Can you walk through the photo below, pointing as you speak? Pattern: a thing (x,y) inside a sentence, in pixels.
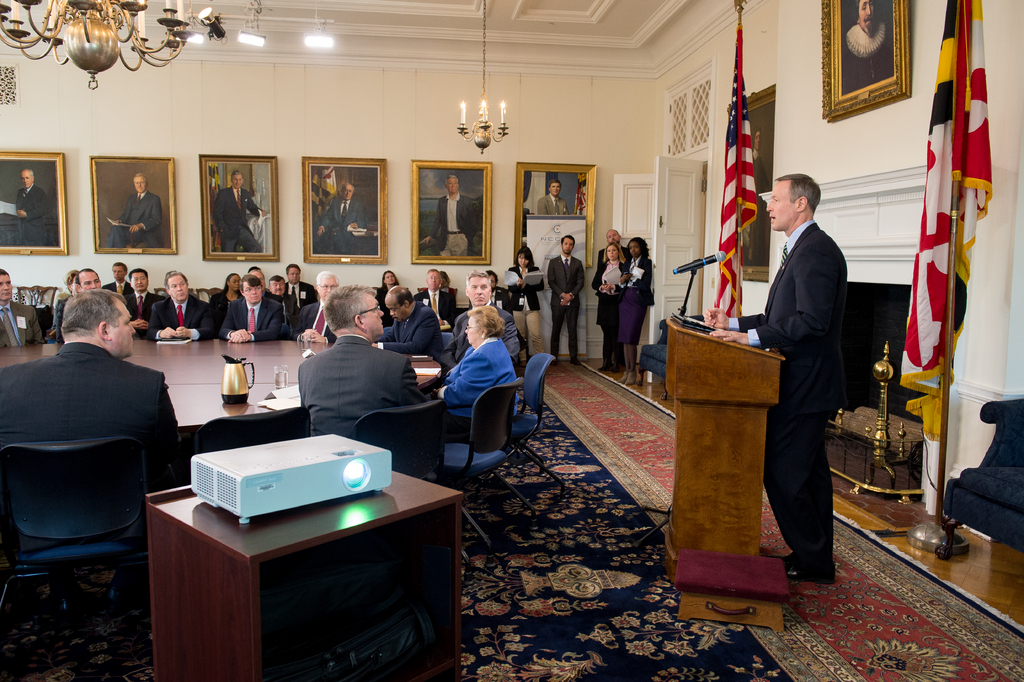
This is an inside view. On the right side (806,368) there is a man (803,400) standing in front of the podium (721,386) and speaking on the mike (716,260). On the left side (16,314) there are few people (176,333) sitting on the chairs (99,468) and looking at the man (805,285) who is speaking. On the left side (254,585) there is a table (290,545) on which a projector (294,497) is placed. In the background (241,193) there are few photo frames (218,191) attached to the wall (724,91). On the right side (730,268), I can see two flags (724,288). At the top of the image (173,47) there are few lights (319,34) and a chandelier (130,36) is hanging.
